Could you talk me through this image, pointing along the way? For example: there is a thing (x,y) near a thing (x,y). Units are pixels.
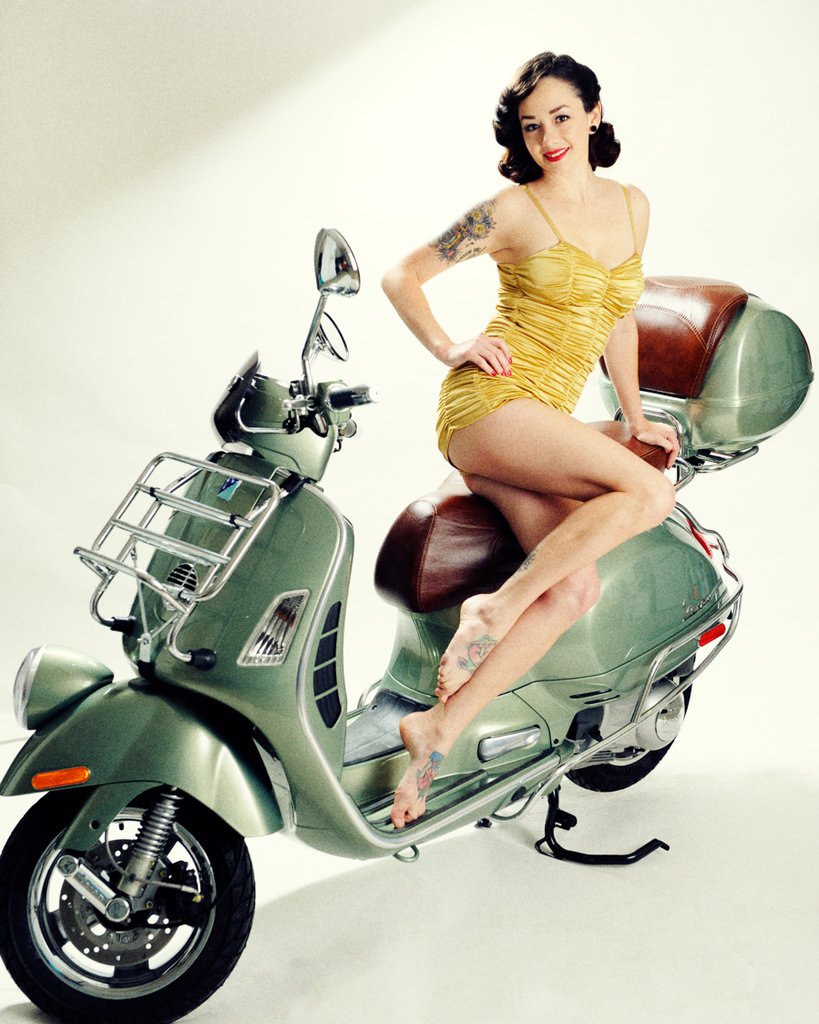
In this image I can see the person (491,461) sitting on the motorbike (230,761). The person (602,530) is wearing the yellow color dress (519,287) and she is smiling. The motorbike (283,641) is in green color. It is on the white color surface (367,893).
